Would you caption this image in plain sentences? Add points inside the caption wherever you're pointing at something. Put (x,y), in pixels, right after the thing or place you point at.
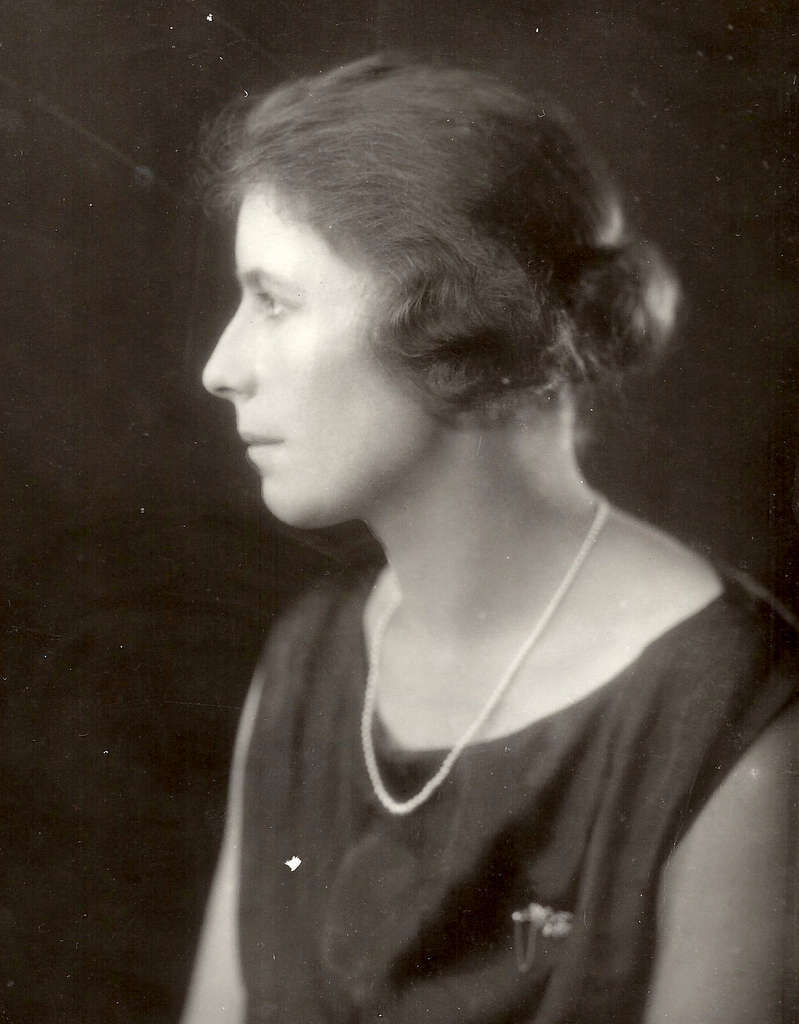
It looks like a black and white picture. We can see a woman (355,615) and behind the woman (378,490) there is a dark background (741,249).
